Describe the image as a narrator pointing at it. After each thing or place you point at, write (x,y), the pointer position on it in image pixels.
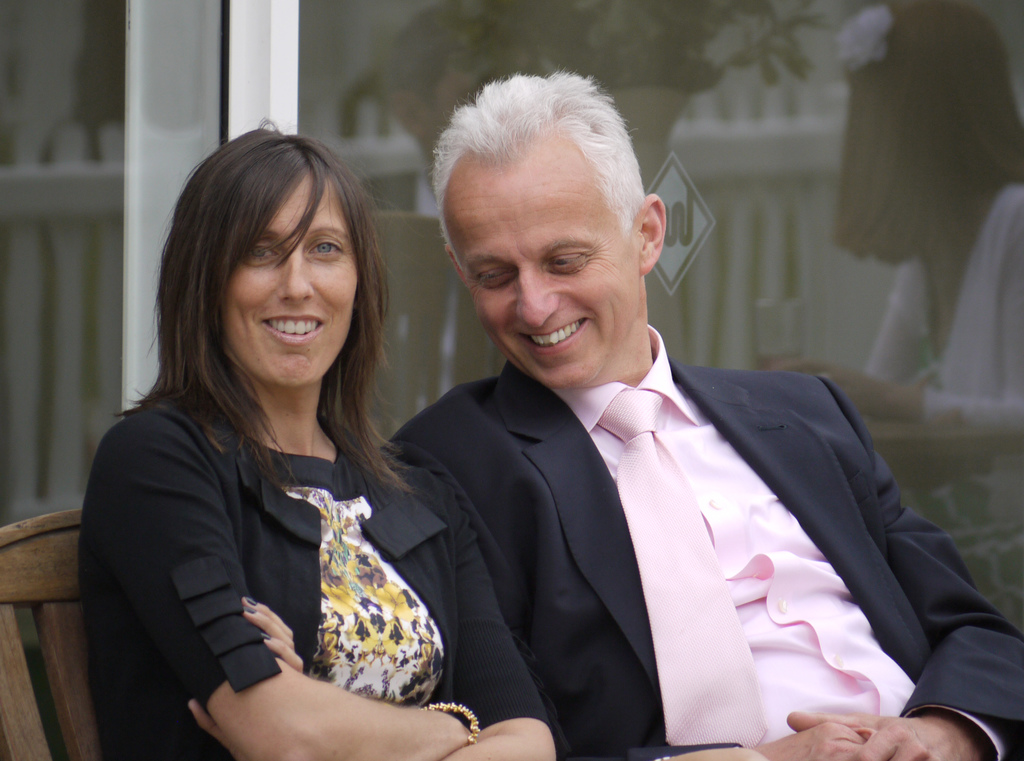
In this image in the front (479,505) there are persons (452,533) sitting and smiling. In the background (303,101) there are mirrors (352,112) and on the mirrors (472,94) there are reflection (451,91) of the plants (608,71) and there is a reflection (995,267) of the woman (942,231).
